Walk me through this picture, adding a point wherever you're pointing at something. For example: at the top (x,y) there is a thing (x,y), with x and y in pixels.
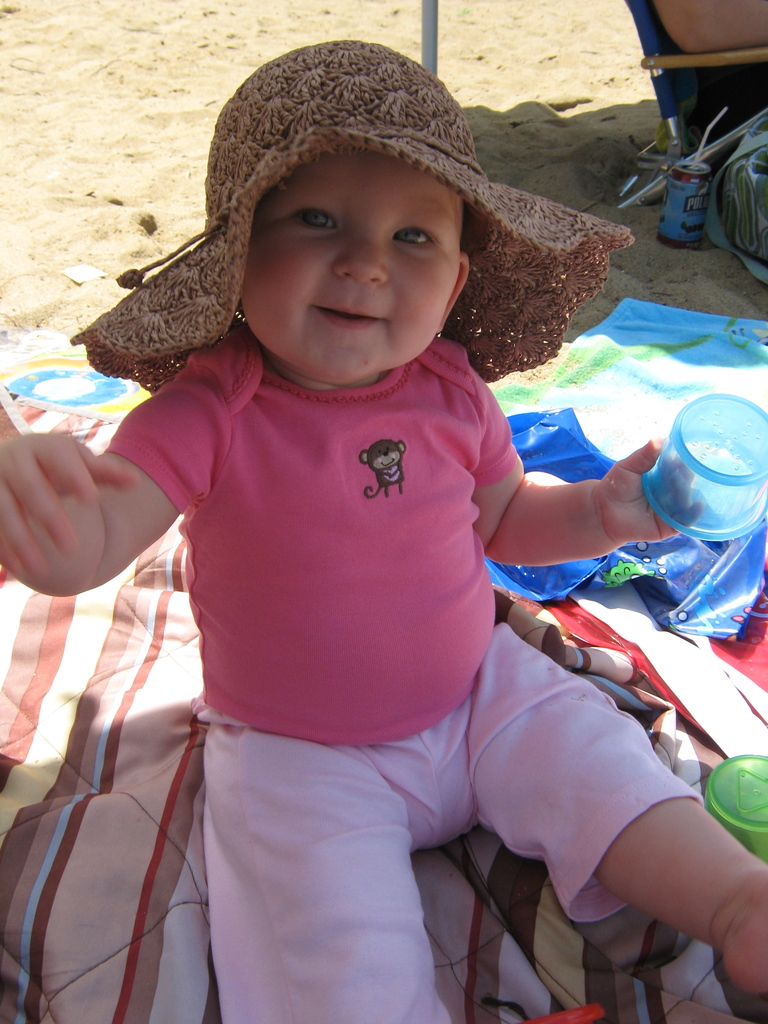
In this image I can see a boy (345,515) is sitting on a cloth (86,1012). I can see he is holding a blue colour thing (690,454). I can also see he is wearing pink colour dress (328,411) and a brown colour hat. On the right side of this image (731,797) I can see a green colour thing (749,787) and in the background (723,152) can see a can (670,208), shadows (668,284) and few other stuffs (751,86).
